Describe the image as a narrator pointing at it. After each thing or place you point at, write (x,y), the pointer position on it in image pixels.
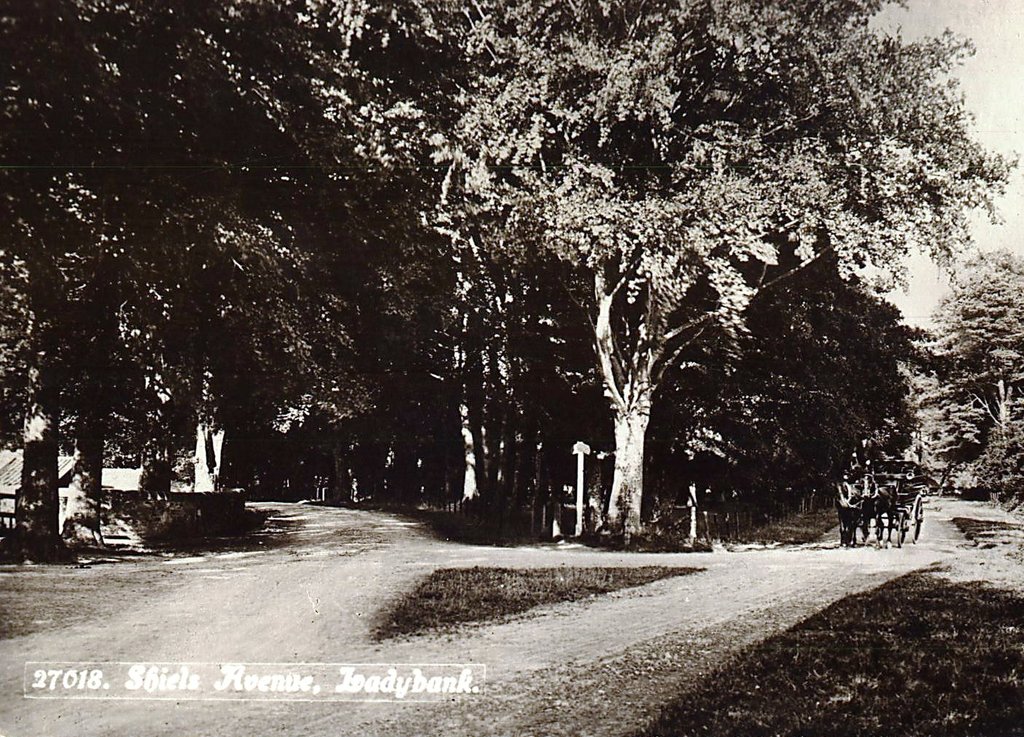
In this image we can see some trees (429,409) and a person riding tanga (907,506) and at the background of the image (130,473) there are some houses (64,470).
